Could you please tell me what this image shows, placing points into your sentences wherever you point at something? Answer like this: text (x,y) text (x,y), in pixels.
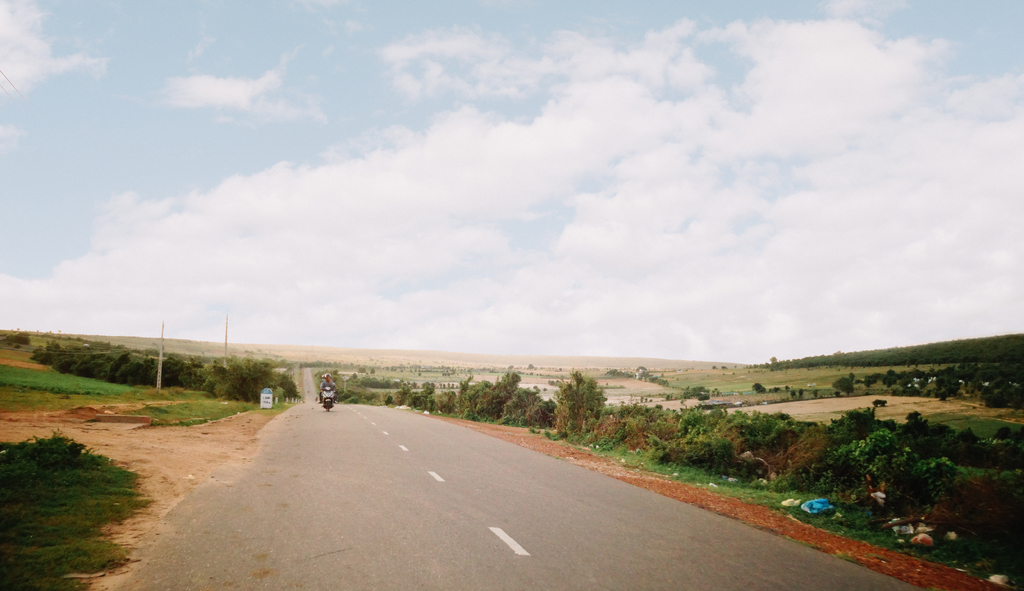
This image is taken outdoors. At the top of the image (653,168) there is a sky (505,127) with clouds (468,194). At the bottom of the image (406,502) there is a road (368,466) and a ground (167,460) with grass (61,516) on it. In the middle of the image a man (324,387) is riding on the bike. On the left (152,370) and right sides of the image there are many trees (819,358) and plants (92,346) on the ground (112,406).
